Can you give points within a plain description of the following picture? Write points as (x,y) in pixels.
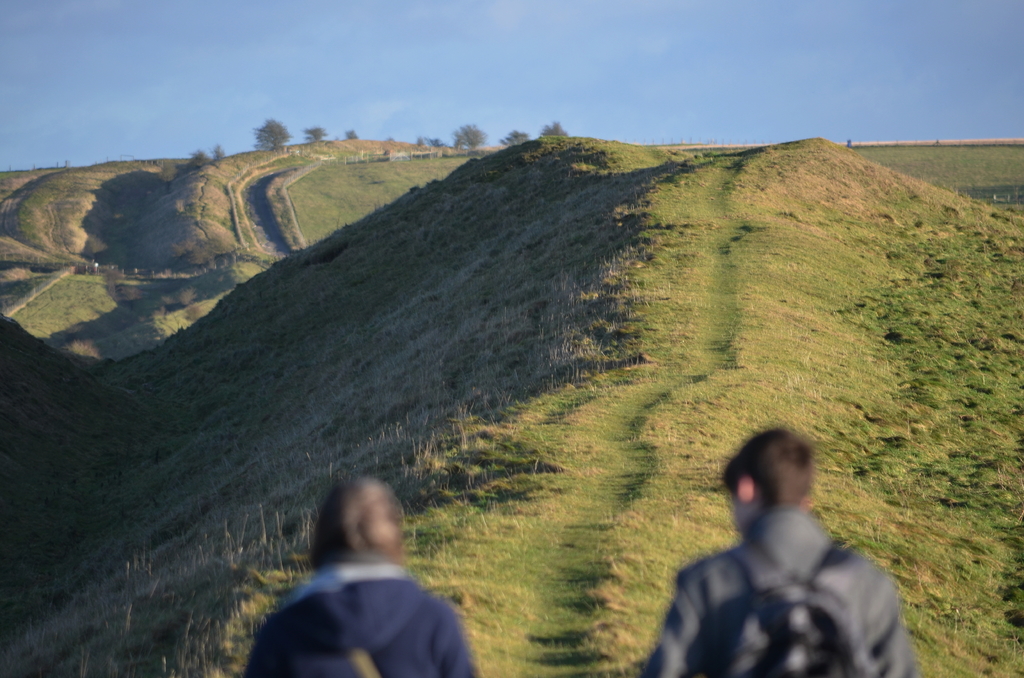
In this image there are two people (714,583). In the background of the image (723,166) there is grass (310,222), trees (472,131) and sky (527,95).
